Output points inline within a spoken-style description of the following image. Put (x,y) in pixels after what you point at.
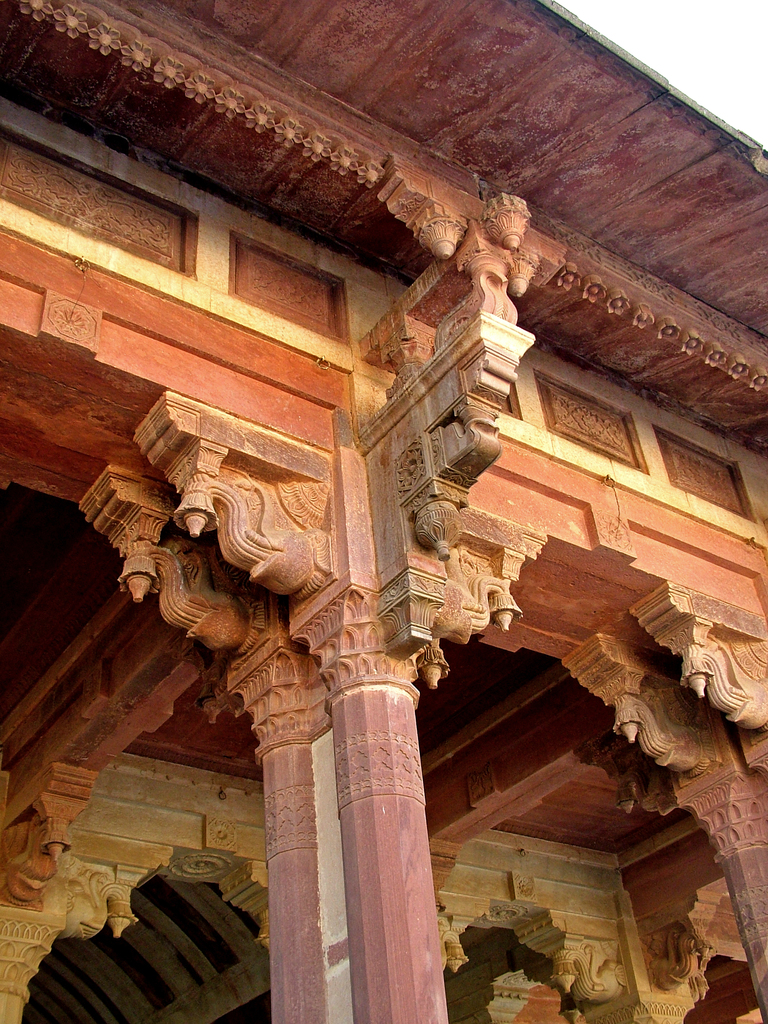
In this image there are pillars (367,539) of the temple (541,22).
